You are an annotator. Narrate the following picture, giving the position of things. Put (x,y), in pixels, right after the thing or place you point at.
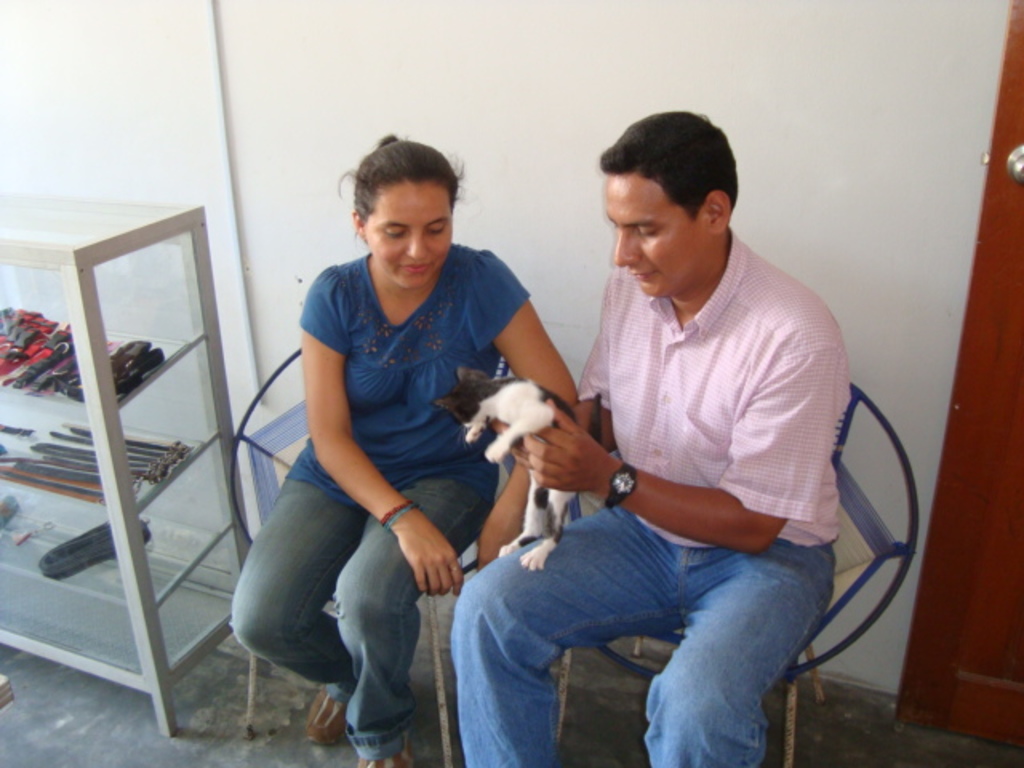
In the background (387,25) we can see the wall (634,38), door (1013,178) and objects (71,447) are placed in the racks (71,416). In this picture we can see a man (797,469) holding a cat (486,405) and we can see a woman (354,449) beside him. They both are sitting on the chairs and they both are staring at a cat (504,408). At the bottom portion of the picture (131,747) we can see the floor (71,752).
